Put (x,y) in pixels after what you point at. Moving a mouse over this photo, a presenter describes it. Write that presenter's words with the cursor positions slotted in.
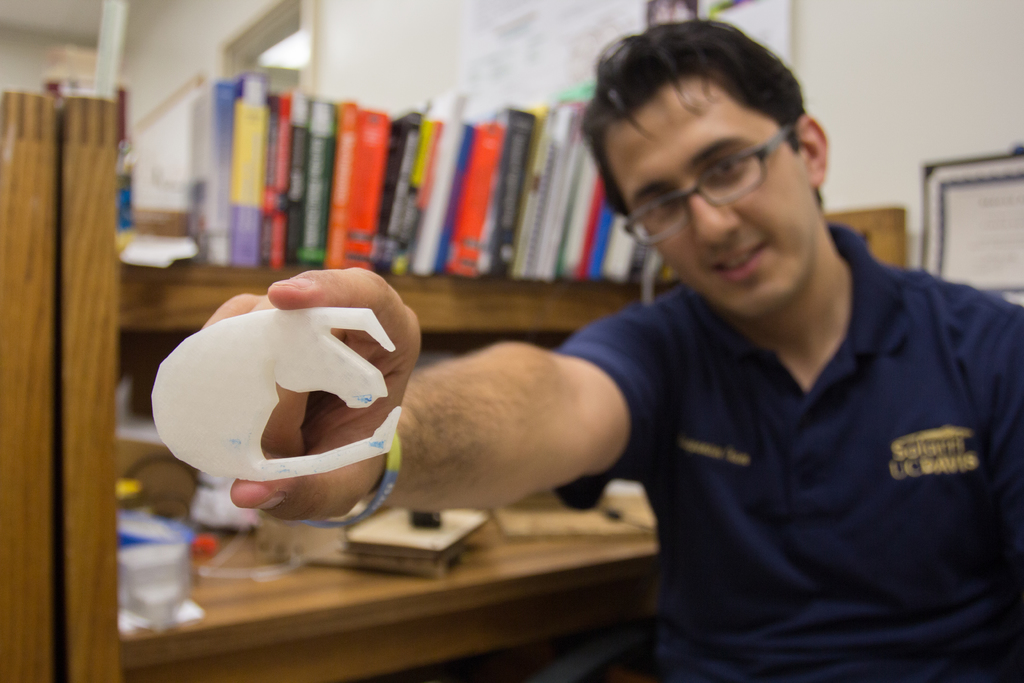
In this image we can see a person (461,467) holding an object (384,431), there are some books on the shelves (138,269), also we can see a table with some objects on it and there is a photo frame (990,276) on the wall (852,164).
